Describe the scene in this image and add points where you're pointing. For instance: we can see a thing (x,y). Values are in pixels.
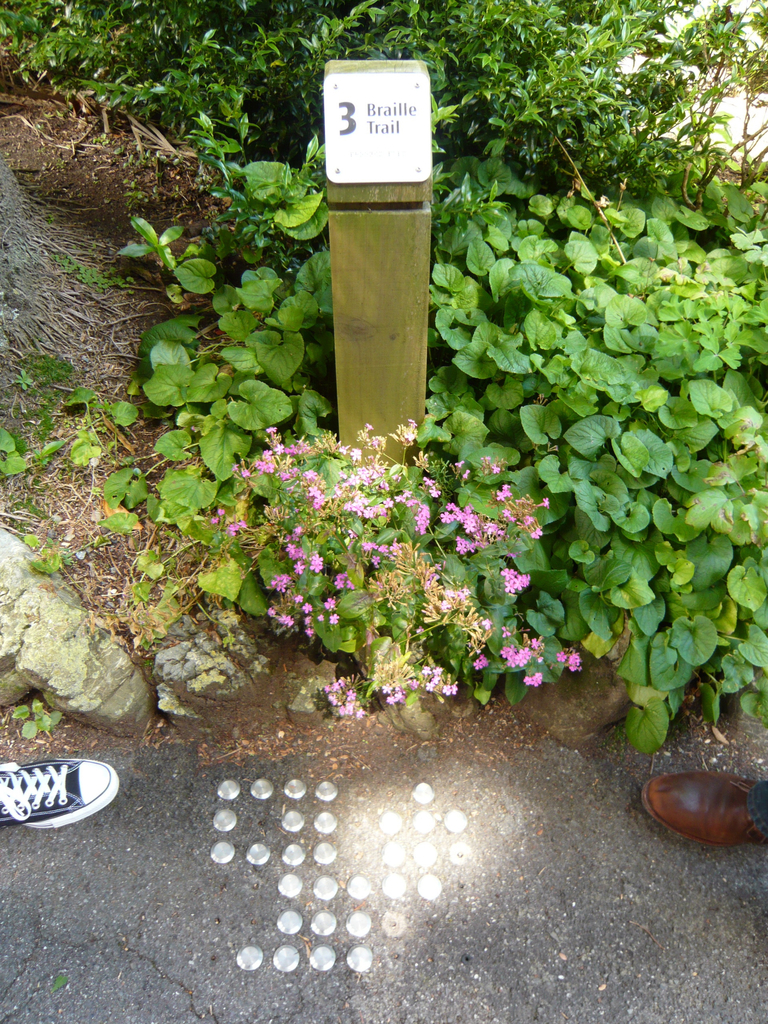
This image is taken outdoors. At the bottom of the image (228,906) there is a road (408,928) and there is a braille trail (317,891). On the left (8,791) and right sides of the image there are two persons (714,777). In the background (303,364) there are a few plants (269,531) and a board (347,163) with a text (404,112) on it.
